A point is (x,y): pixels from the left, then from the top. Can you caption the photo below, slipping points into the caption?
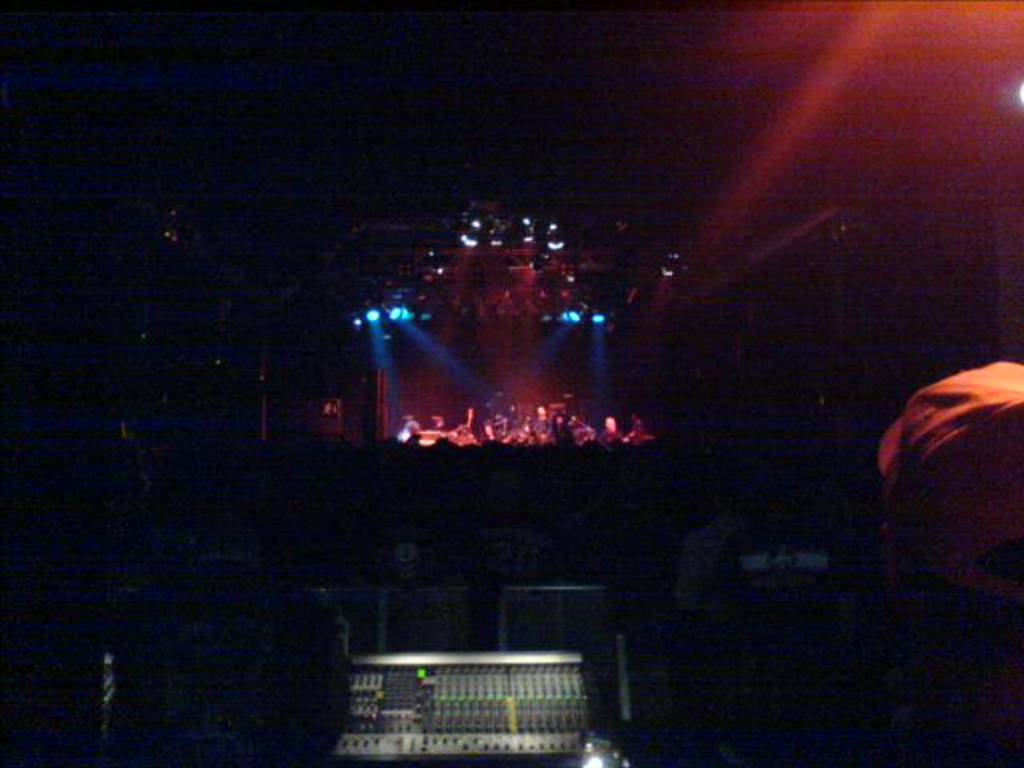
In this image, we can see the stage (552,431) with some objects (513,436). We can see some devices (566,677) and a person (927,706) on the right (956,706). We can see some lights (355,325) and the dark background (551,126).
